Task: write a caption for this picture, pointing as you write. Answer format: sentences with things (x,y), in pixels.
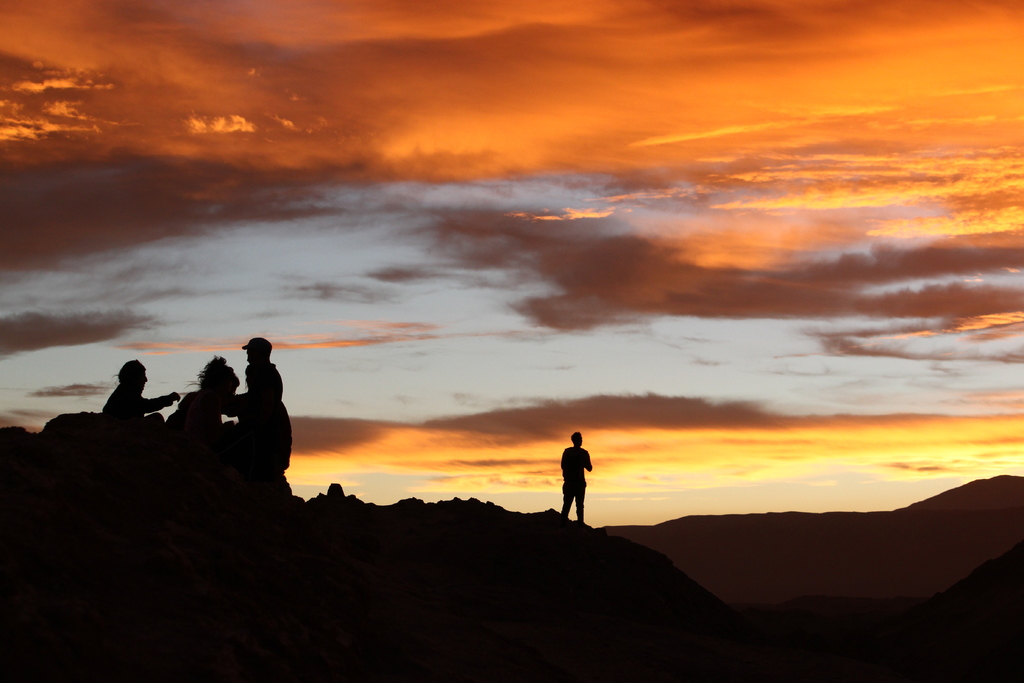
In this picture there is a man (568,510) who is standing on the mountain (489,546). On the left (250,363) there are three persons (184,398) were on the stone (147,440). At the top (712,123) we can see the sky (687,166) and clouds (687,182).
